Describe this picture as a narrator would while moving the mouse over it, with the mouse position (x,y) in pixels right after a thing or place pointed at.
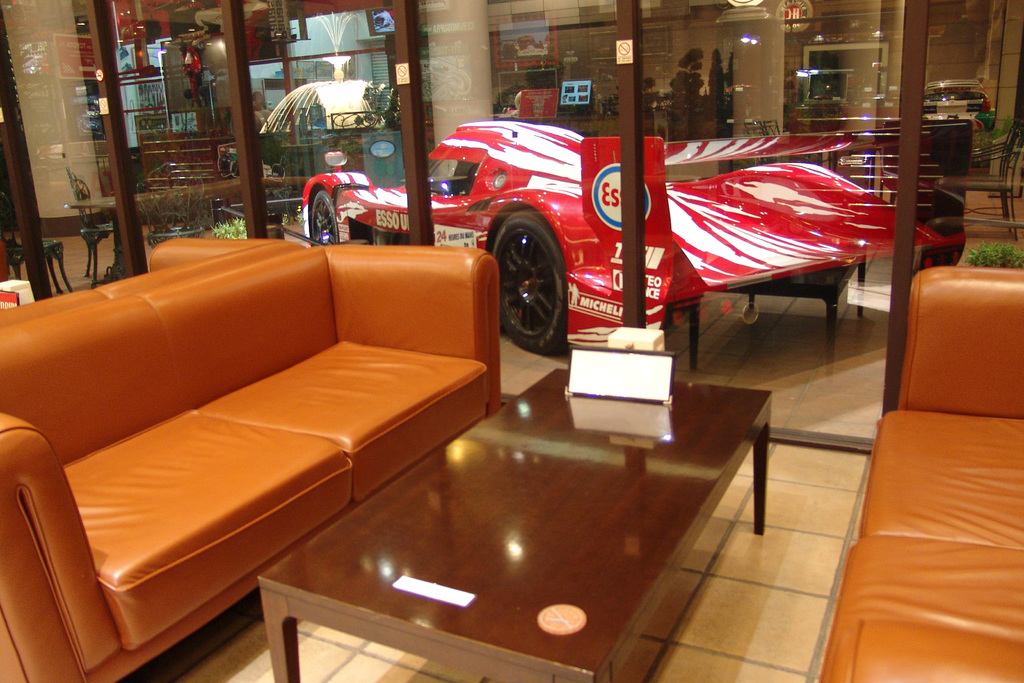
in a picture there is a room (726,618) in which there are sofa (429,423) and a table (696,434) in front of it there is car (615,175) near to the room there are many items (625,395) present in the room (611,346).
